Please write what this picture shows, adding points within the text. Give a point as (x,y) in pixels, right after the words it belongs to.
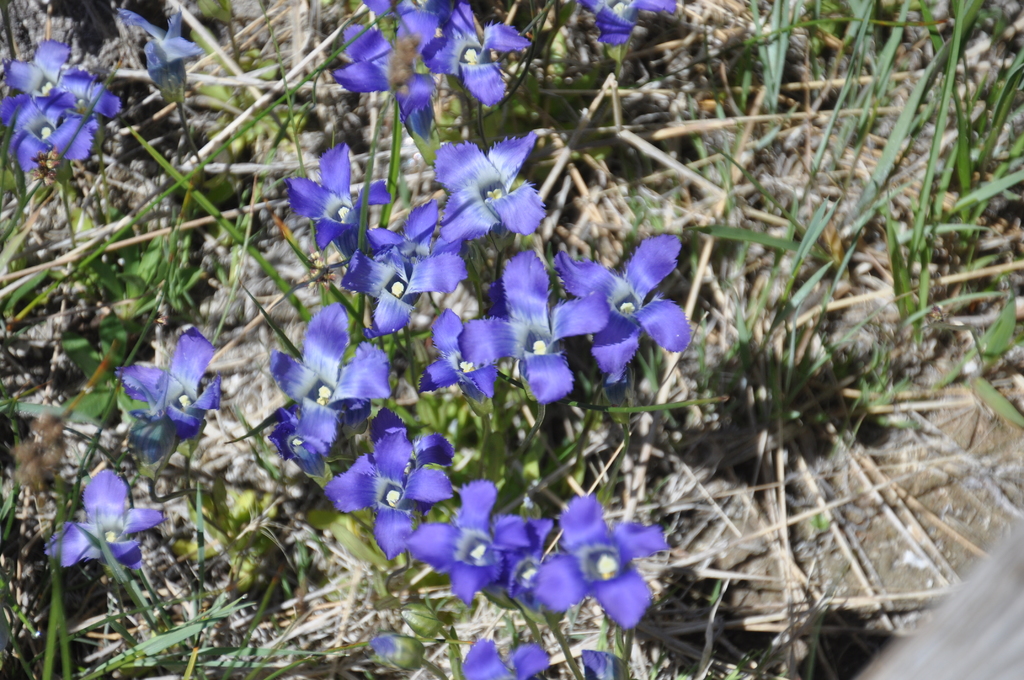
In this image we can see group of flowers (508,354) on plants (466,353). In the background (519,405), we can see the grass (785,316).
